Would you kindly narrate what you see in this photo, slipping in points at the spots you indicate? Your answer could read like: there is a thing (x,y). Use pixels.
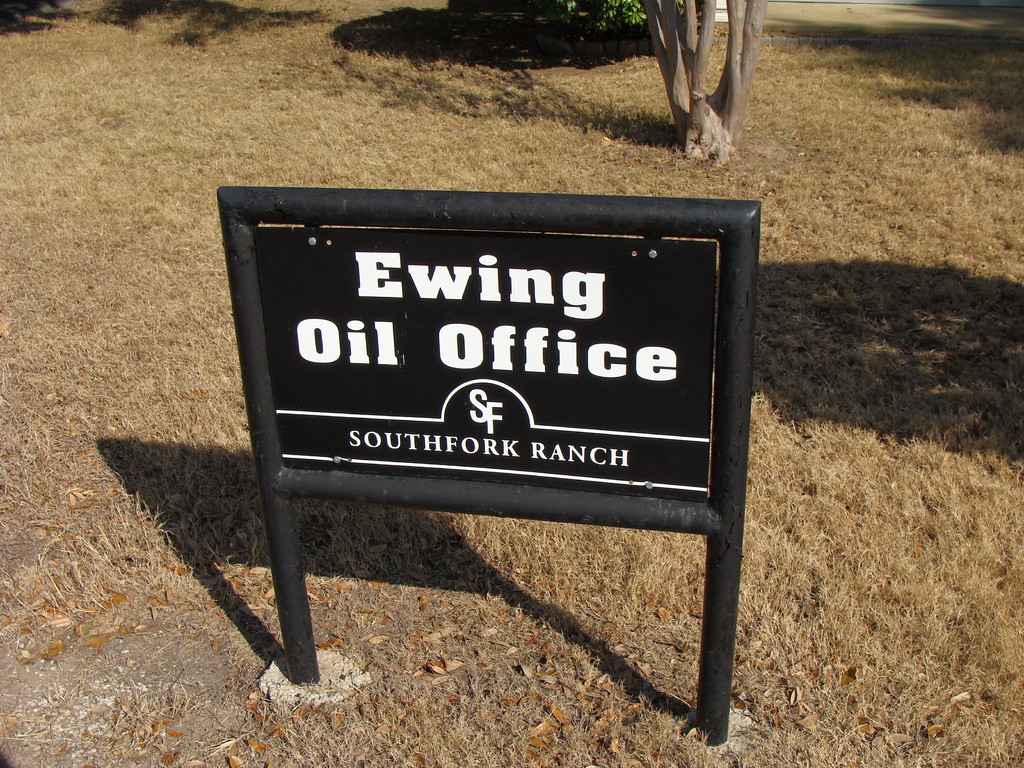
This picture might be taken from outside of the city and it is sunny. In this image, in the middle (492,467), we can see a black color board (462,446). In the background (739,61) there are some trees (706,56) and plants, at the bottom (976,538) there is a grass (976,538).
